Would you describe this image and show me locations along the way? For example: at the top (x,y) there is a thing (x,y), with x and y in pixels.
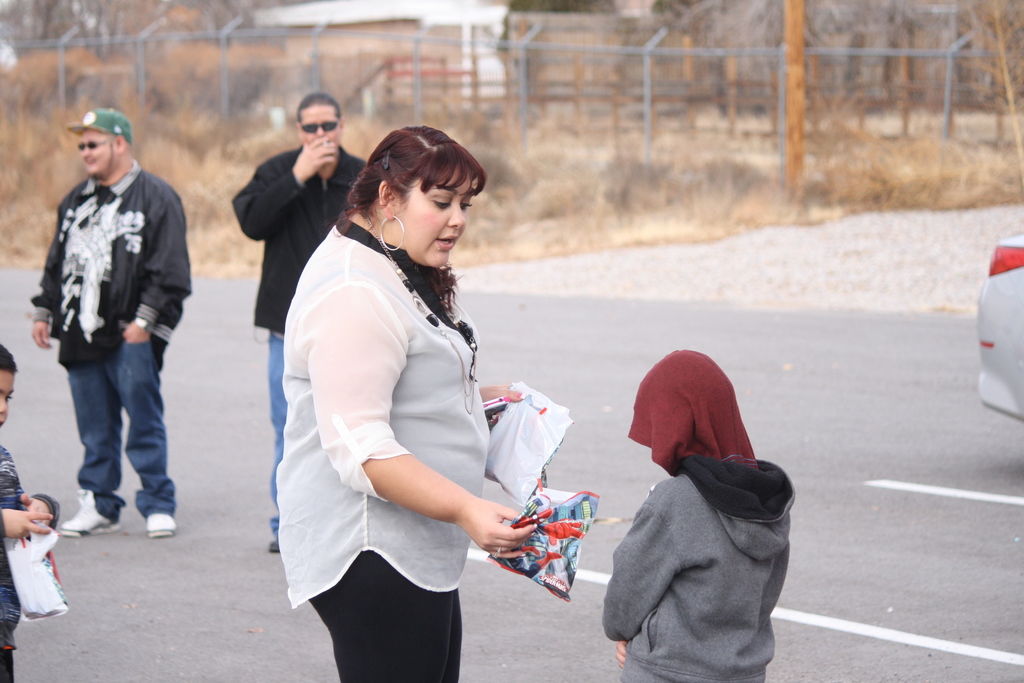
In the center of the image (400,361) we can see a lady (405,590) standing and holding covers (505,490) and there are people (312,181). In the background (853,107) there is a fence (378,86), trees (873,30) and a pole (786,190). On the right (985,314) there is a car (1014,300) on the road (894,505).
